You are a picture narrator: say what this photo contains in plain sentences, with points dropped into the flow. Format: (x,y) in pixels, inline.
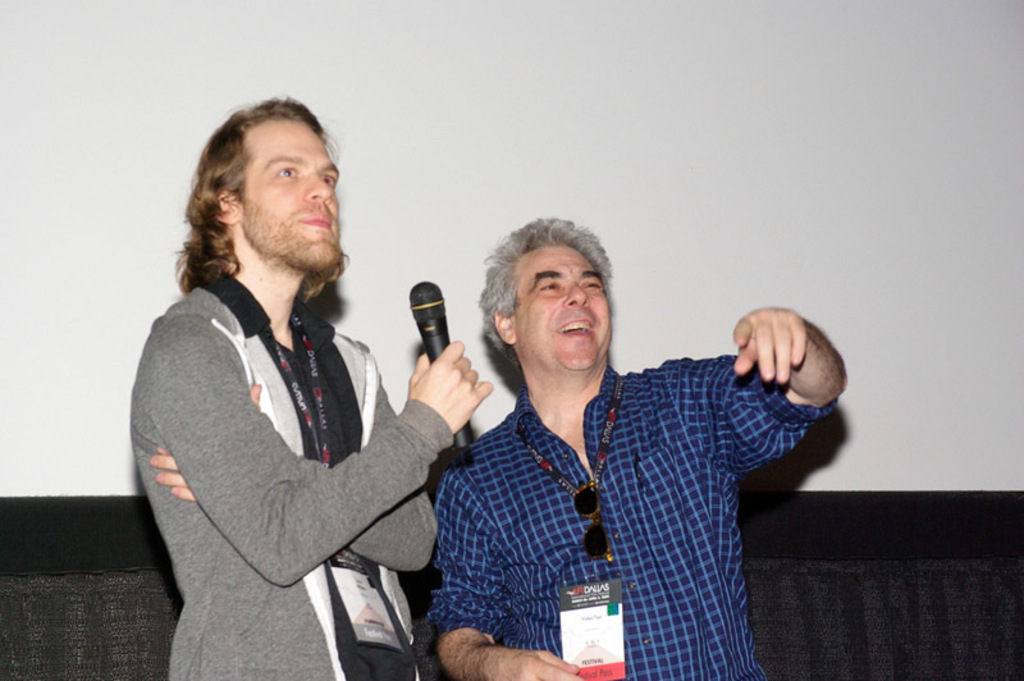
This picture shows two people (455,579) with a smile on their faces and a person (399,422) holds a microphone (432,322).
